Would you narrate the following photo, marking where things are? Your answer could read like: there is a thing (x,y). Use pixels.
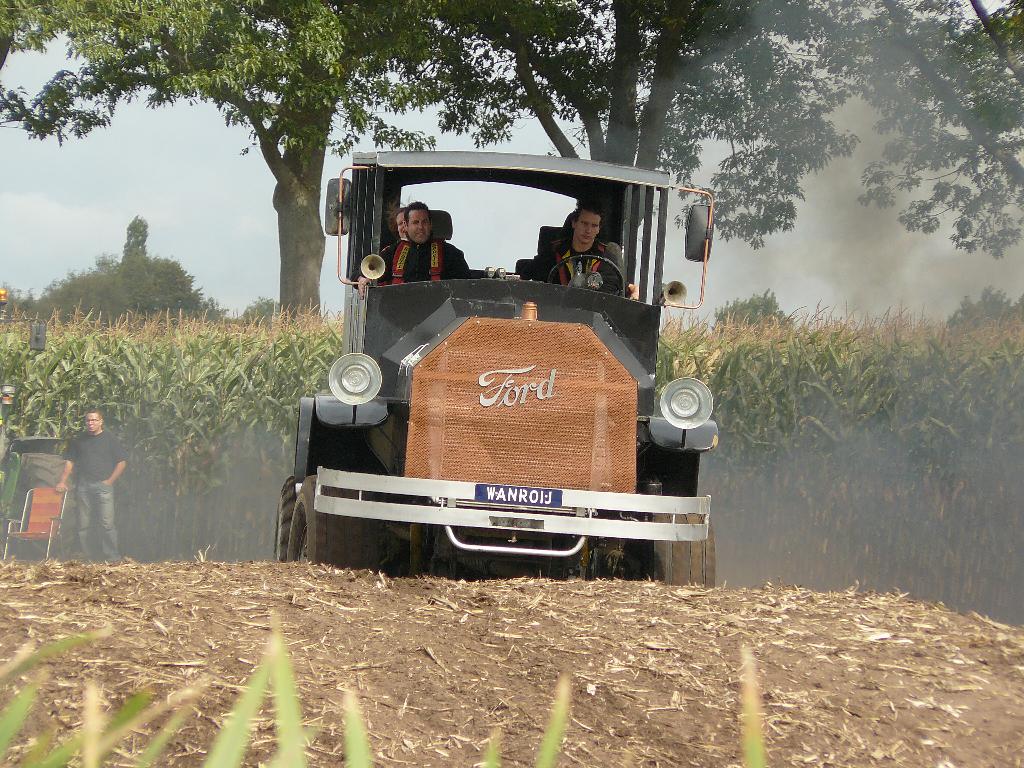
This image consists of a vehicle (509,470) in black color. In which we can see three persons (567,255). At the bottom (616,707), there is ground (163,687). In the background (38,399), there are plants (74,521) and we can see a man (112,463) standing beside the chair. At the top (20,12), there are trees (616,154) along with the sky (35,254).
